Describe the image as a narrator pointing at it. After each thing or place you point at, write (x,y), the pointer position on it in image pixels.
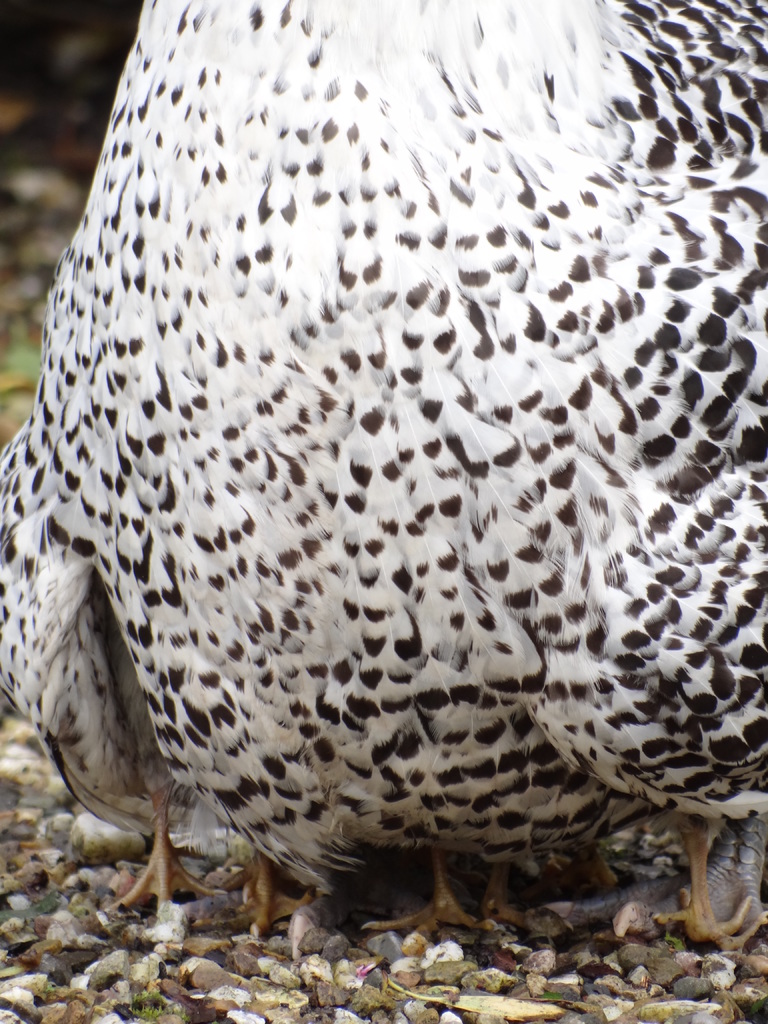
In this image we can see a bird (436,396) standing on the ground (170,957). On the ground (364,947) there are stones (571,950).
